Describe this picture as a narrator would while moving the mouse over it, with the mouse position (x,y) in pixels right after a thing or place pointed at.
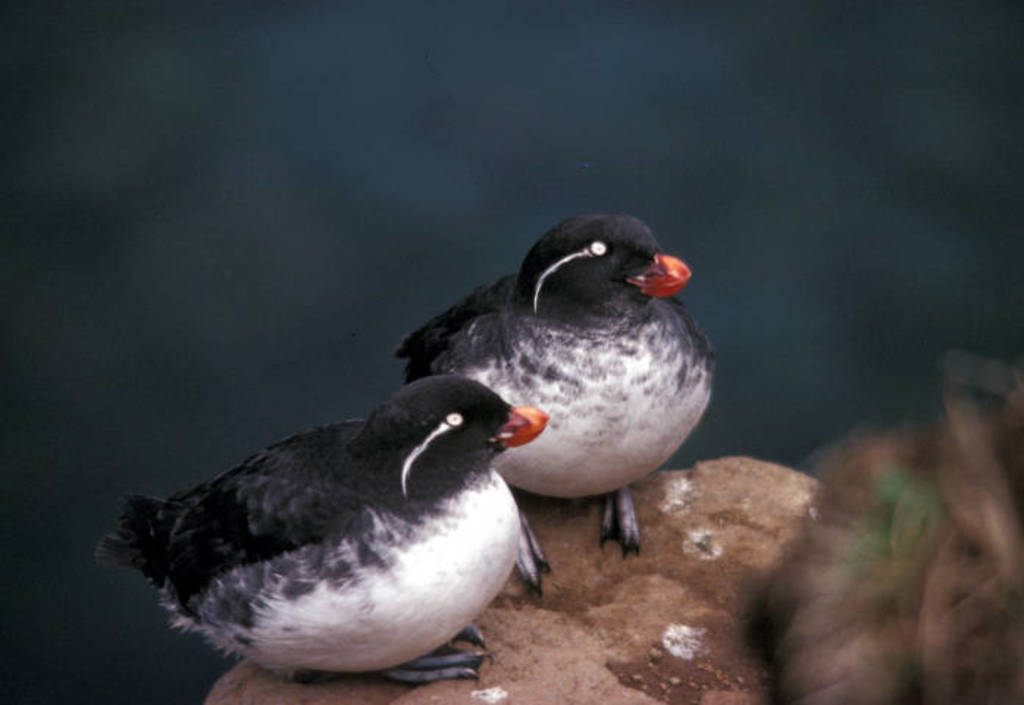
In this picture I can see 2 birds (517,421), which are of black and white color and they're on the brown color surface (647,550) and I see that it is blurred in the background (817,139).
